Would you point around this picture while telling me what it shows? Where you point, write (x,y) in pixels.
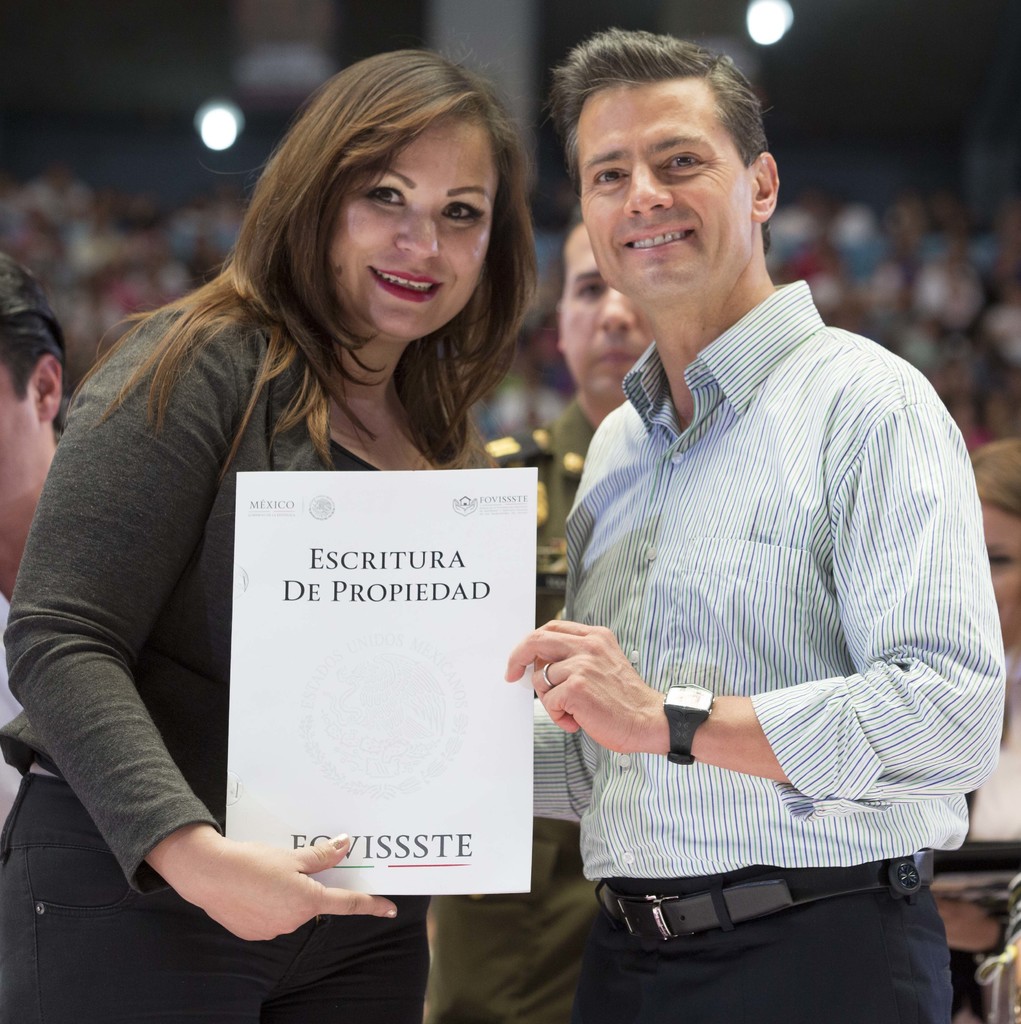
In this picture we can see a man (619,685) and a woman (328,448), they are smiling, they are holding a paper (419,879) and in the background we can see people (801,223), lights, some objects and it is blurry.
